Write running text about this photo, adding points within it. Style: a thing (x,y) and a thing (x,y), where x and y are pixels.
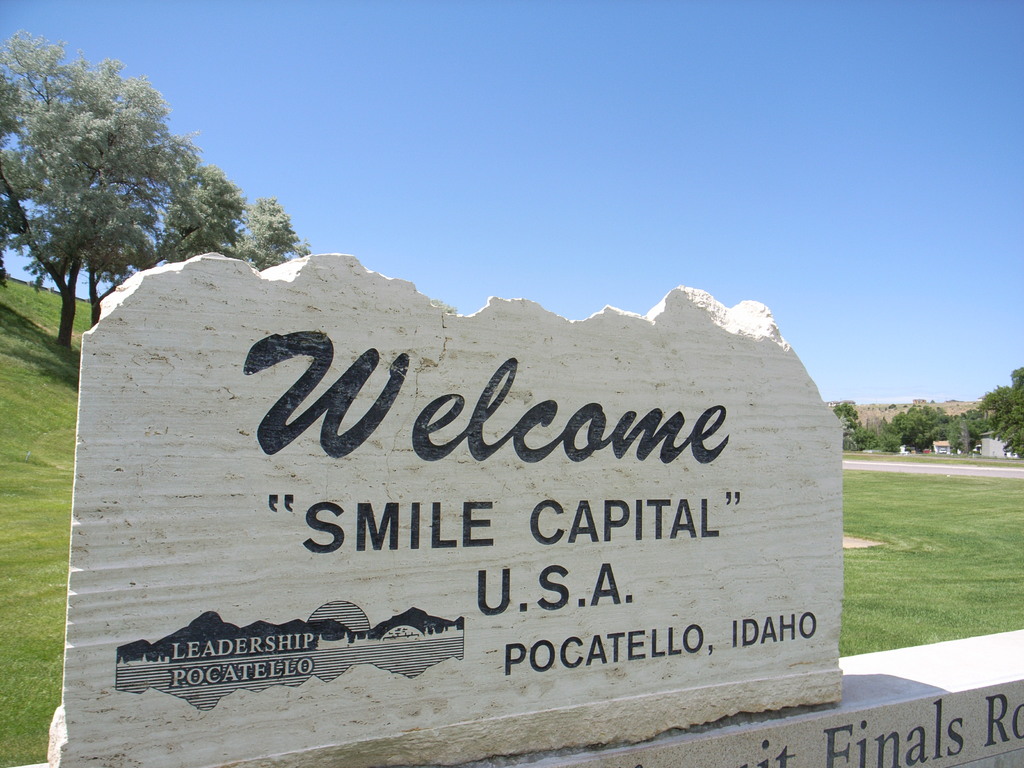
This image is clicked outside. There is something written on rocks (601,497). There trees (39,154) on the left side (165,264) and right side. There is sky (372,81) at the top (676,153).
